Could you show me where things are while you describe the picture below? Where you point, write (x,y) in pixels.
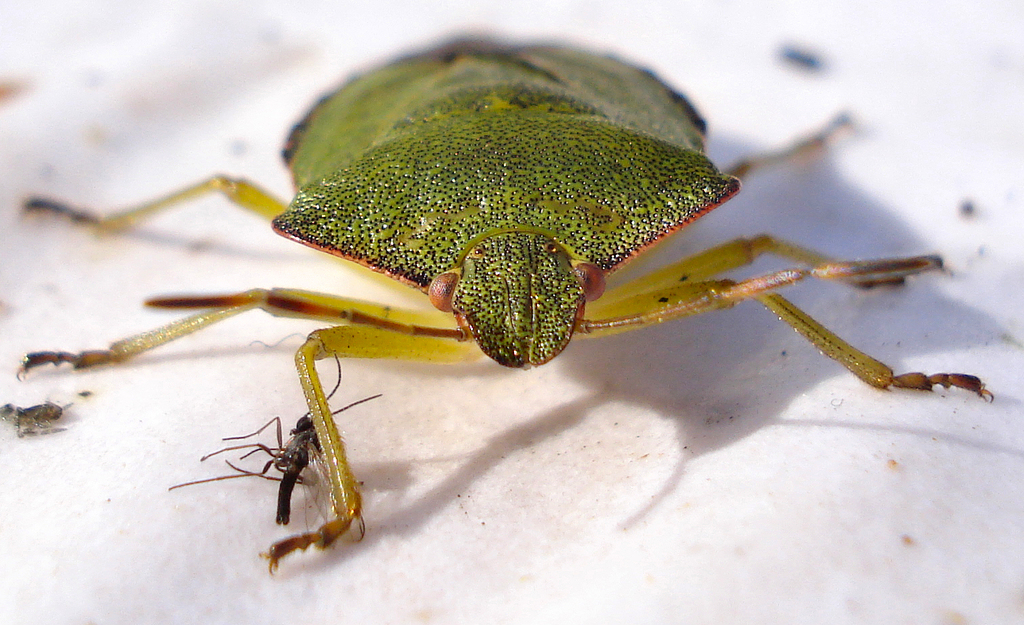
In the middle of this image (672,217), there is an insect (470,100) having two eyes (595,270) and legs (618,289). This insect (204,188) is on a surface (595,340). Beside this insect (457,295), there are other two insects (19,408). And the background (61,129) is white in color.
